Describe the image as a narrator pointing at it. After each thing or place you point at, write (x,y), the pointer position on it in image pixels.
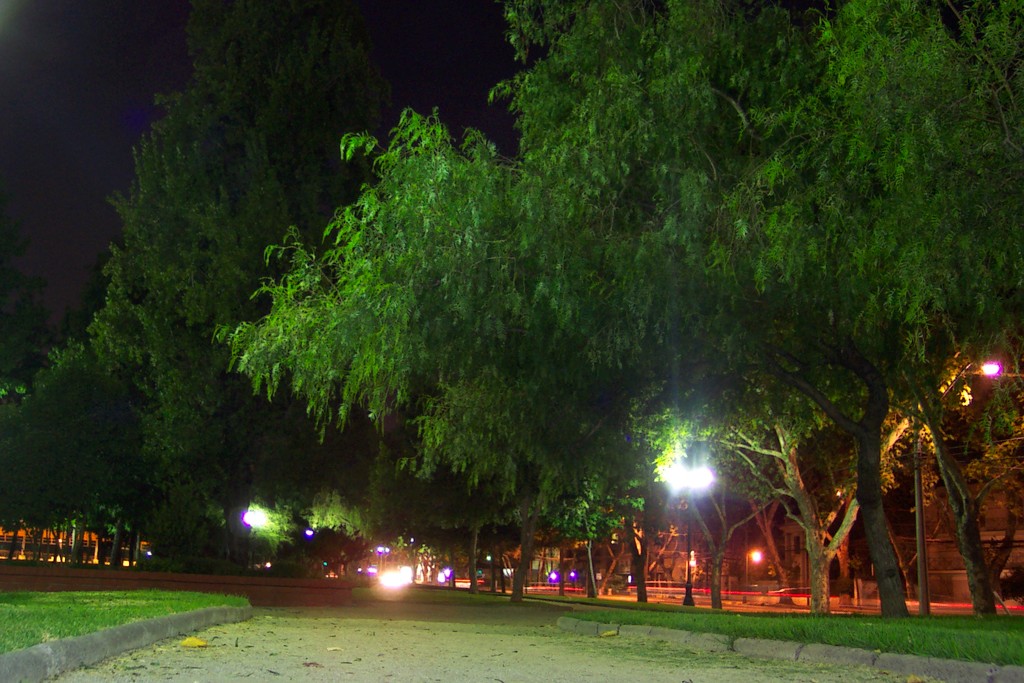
In the middle of this image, there is a road (405,680). On left side (87,612), there's grass (57,610) on the divider (75,604). On the right side (956,632), there's grass (987,642) on the divider (641,622). In the background (961,377), there are lights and trees (89,474). And the background (124,57) is dark in color.
